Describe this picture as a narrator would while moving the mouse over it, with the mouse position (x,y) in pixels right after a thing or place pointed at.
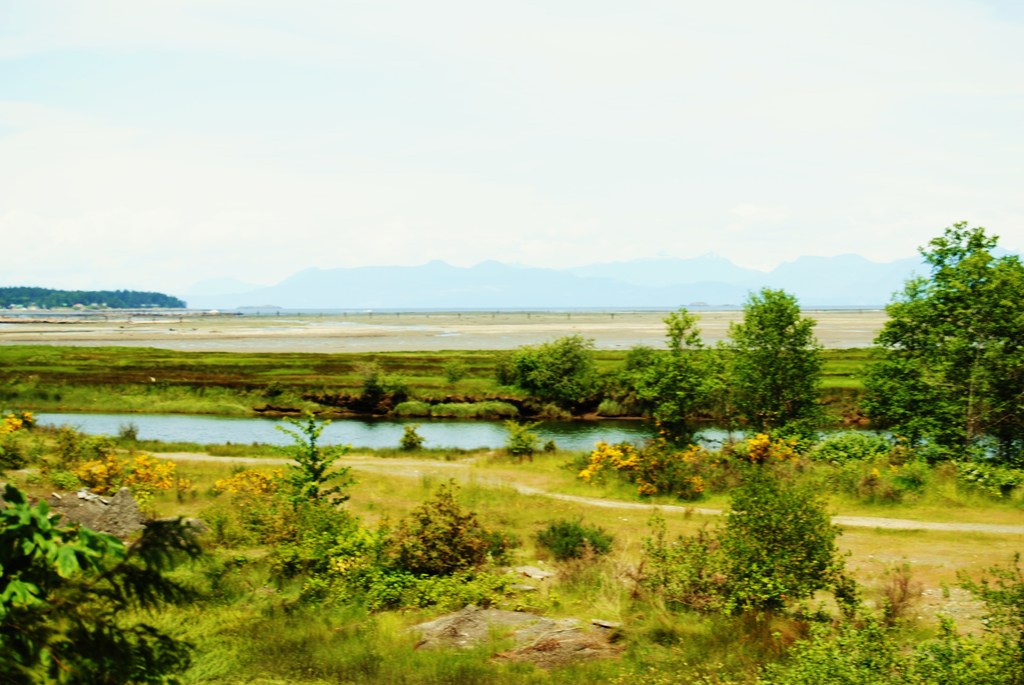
In this image we can see the water (211,419), plants (470,515), trees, also we can see the mountains (477,287), and the sky (580,150).
